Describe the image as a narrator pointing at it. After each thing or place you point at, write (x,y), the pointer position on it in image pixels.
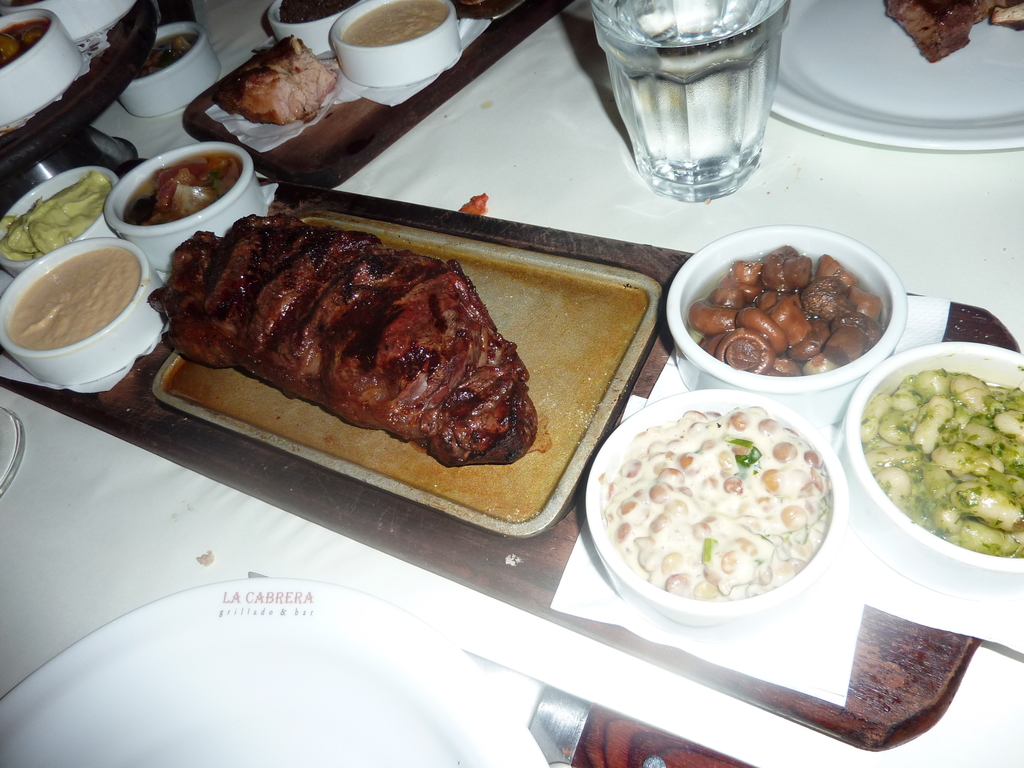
This image consists of flesh (386,315). And there are many items (206,162) kept on the table (511,154). At the bottom (351,696), there is a plate (404,640). And we can see a glass of water (652,115).
